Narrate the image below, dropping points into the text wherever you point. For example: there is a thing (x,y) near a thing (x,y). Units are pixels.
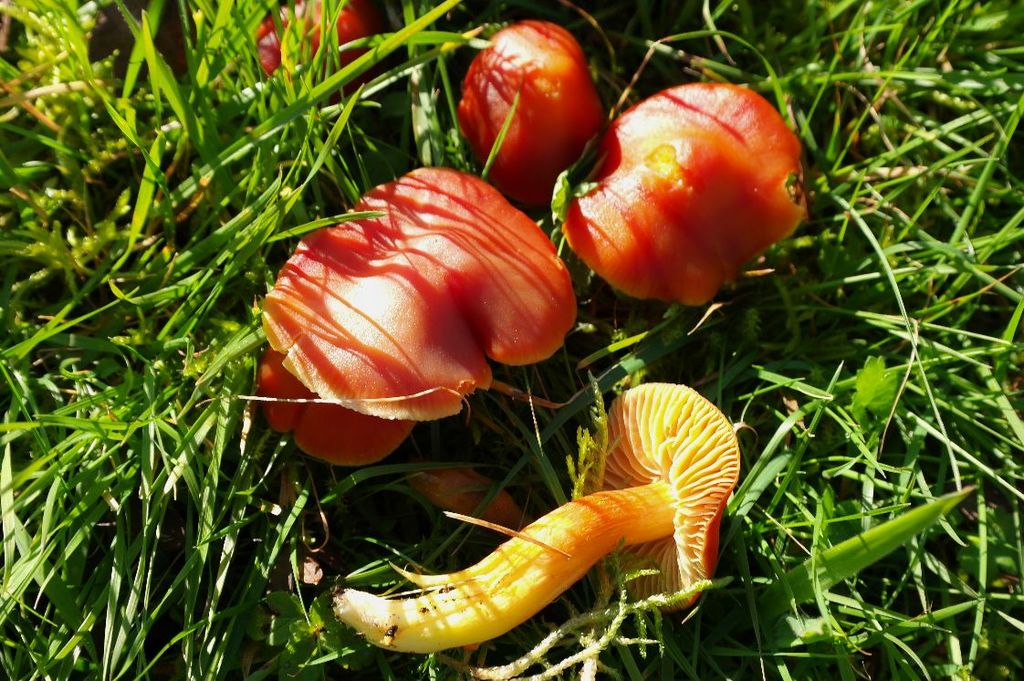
In this image I can see few mushrooms (405,306) which are red, yellow and orange in color in the grass (228,172) which is green in color on the ground (168,539).
